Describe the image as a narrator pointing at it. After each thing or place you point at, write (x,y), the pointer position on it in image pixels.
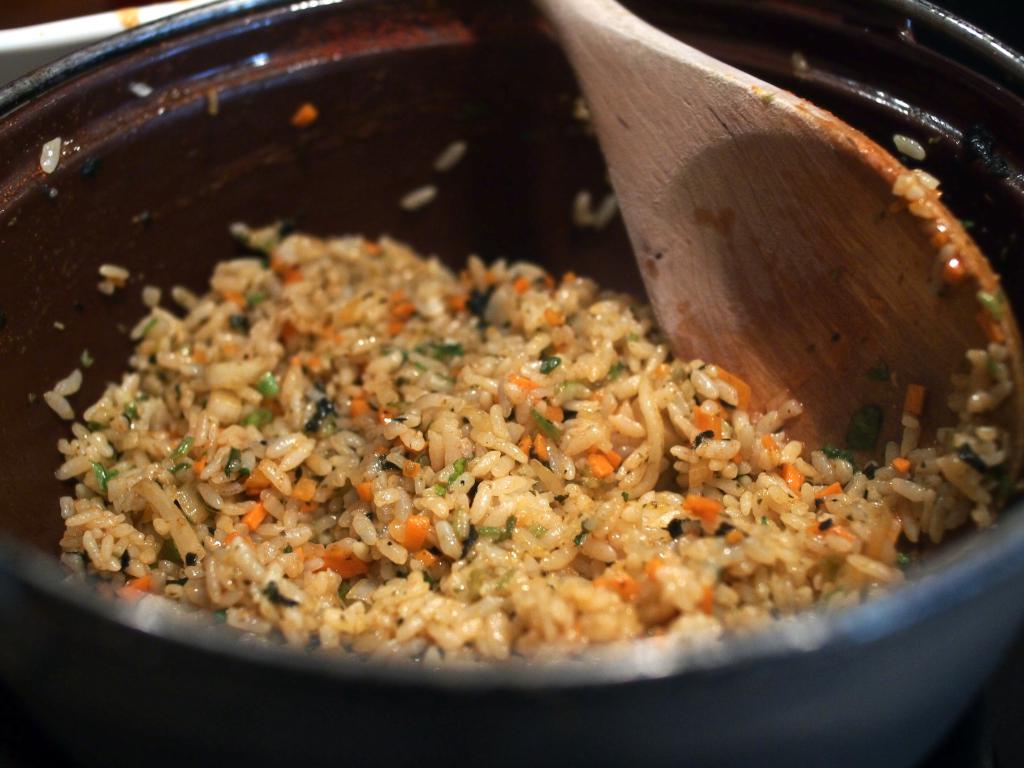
In the picture I can see a food item (118,460) in the black color bowl (29,655) and here we can see the wooden spatula (649,237).
